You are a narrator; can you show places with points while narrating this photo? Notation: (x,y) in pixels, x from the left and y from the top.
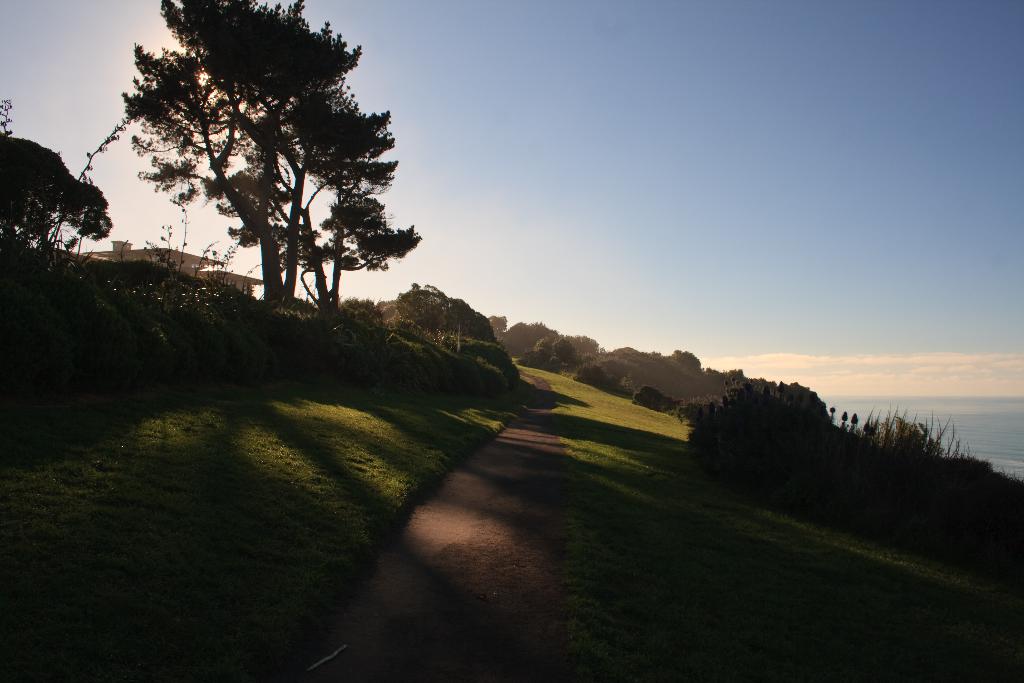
In the middle of this image (529,385), there is a path (460,664). On both sides of this path (519,422), there are trees (12,195), plants (1013,518) and grass (903,625) on the ground (563,393). In the background (253,277), there is a building (224,275) on the ground (765,669) and there are clouds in the sky (699,305).
